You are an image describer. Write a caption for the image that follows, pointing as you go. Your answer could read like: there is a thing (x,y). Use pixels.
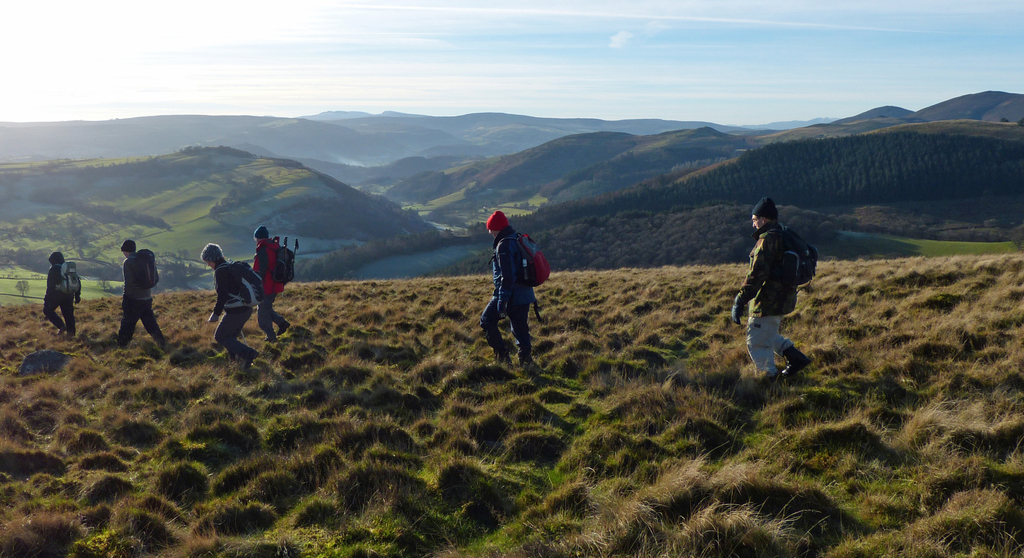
In this picture we can see a group of people (784,289) carrying bags (783,248) and walking on the ground (358,296) and in the background (37,265) we can see mountains (374,151), trees (855,155), sky (464,108) with clouds (832,25).
